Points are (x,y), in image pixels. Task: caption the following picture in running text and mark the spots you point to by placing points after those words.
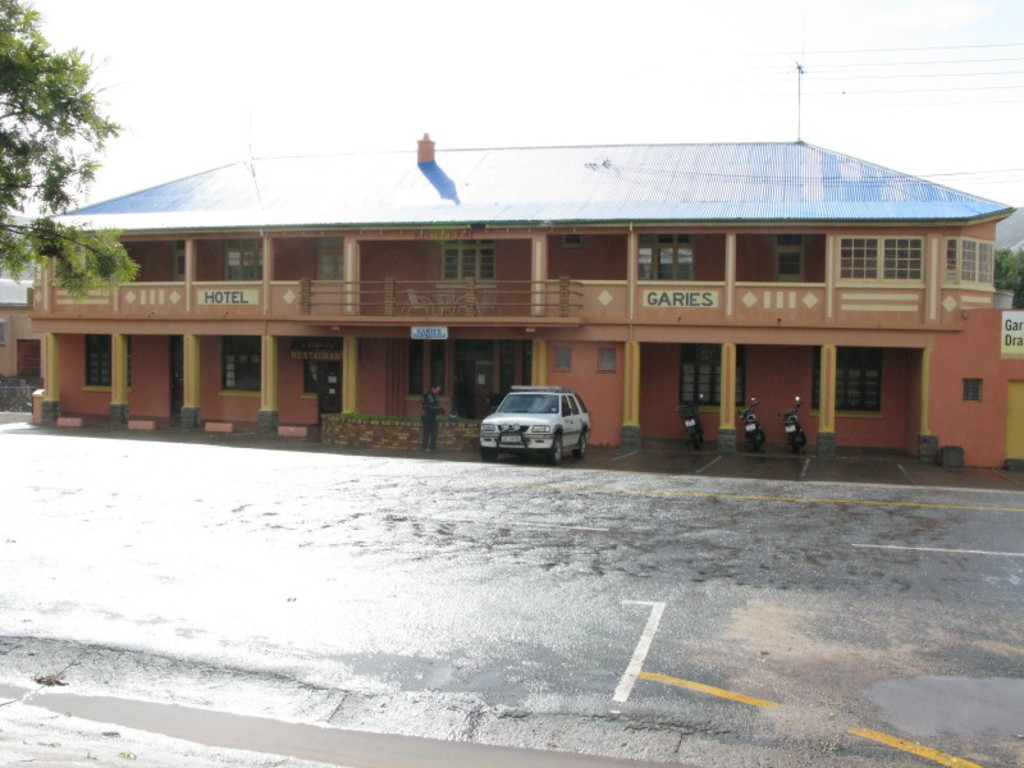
In this image, I can see a building (272,289) with the pillars (831,281), windows (889,281) and doors (480,380). I can see the motorbikes (694,430) and a car (571,440), which are parked in front of a building (567,312). Here is a person (432,442) standing beside a car (497,428). At the bottom of the image (174,584), It looks like a road (418,615). On the left corner of the image (38,90), I think this is a tree (16,228). At the top of the image (481,116), I can see the current wires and the sky (981,131).
